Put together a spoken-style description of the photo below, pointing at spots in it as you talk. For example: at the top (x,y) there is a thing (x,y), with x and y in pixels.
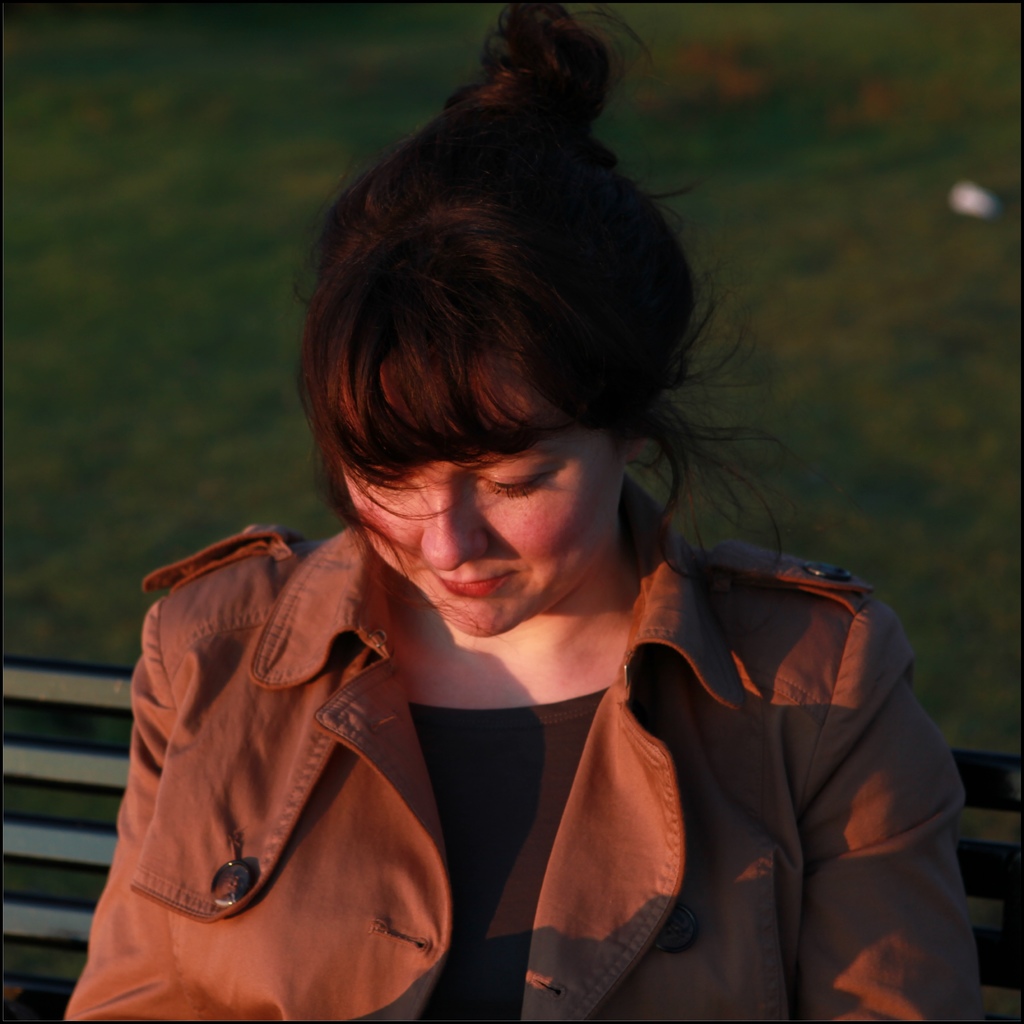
There is a lady (355,864) wearing jacket (387,834) is sitting on a bench (11,754). In the background (822,316) it is green and blurred.
